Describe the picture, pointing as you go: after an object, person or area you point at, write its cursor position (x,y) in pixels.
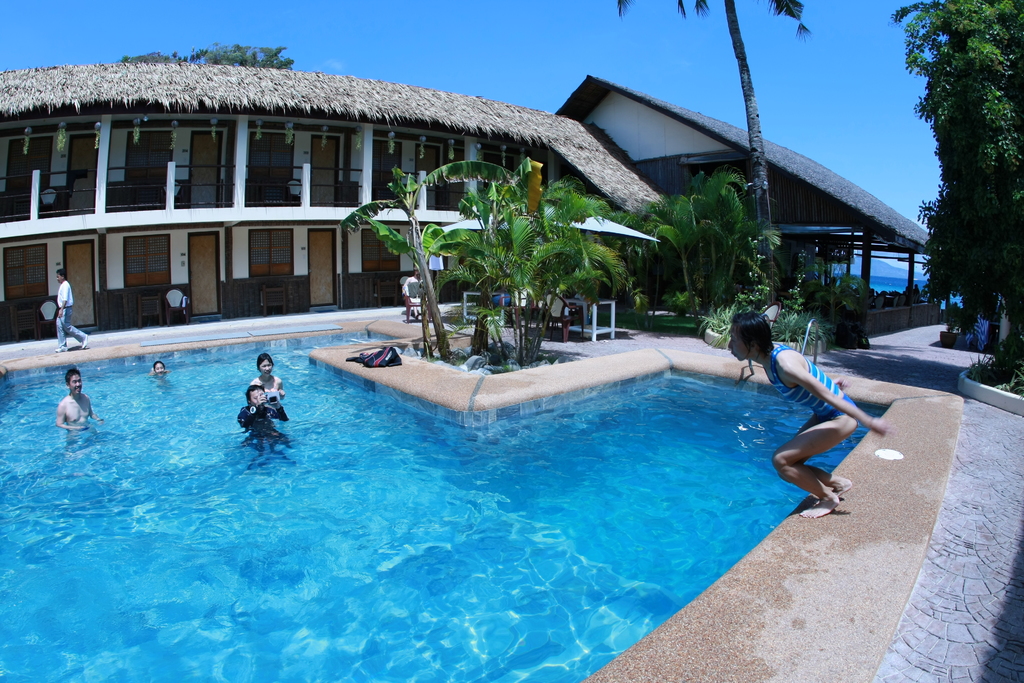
In this image we can see a few people (256,364), some of them are in the swimming pool (302,489), there is a bag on the floor (349,313), there are houses (259,271), doors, windows (156,262), plants (516,292), trees (484,282), also we can see the sky (461,27).
